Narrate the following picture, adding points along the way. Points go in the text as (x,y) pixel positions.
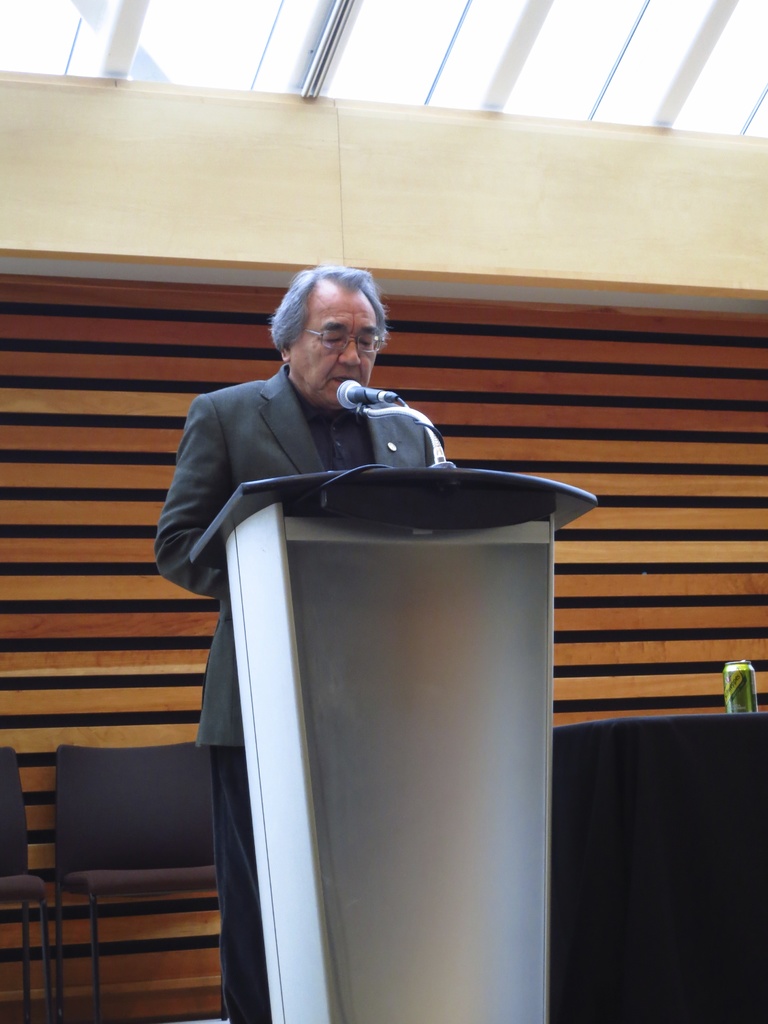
In this image I can see a person (269,470) visible in front of podium (566,485), on the podium (566,485) I can see a mike (424,423) and backside of person (349,435) I can see wooden wall (148,674), chairs (133,773) in front of wall (39,826) on the left side (11,845), on the right side (656,777) I can see a table (756,798), on the table (750,789) I can see a green tin (739,665).
